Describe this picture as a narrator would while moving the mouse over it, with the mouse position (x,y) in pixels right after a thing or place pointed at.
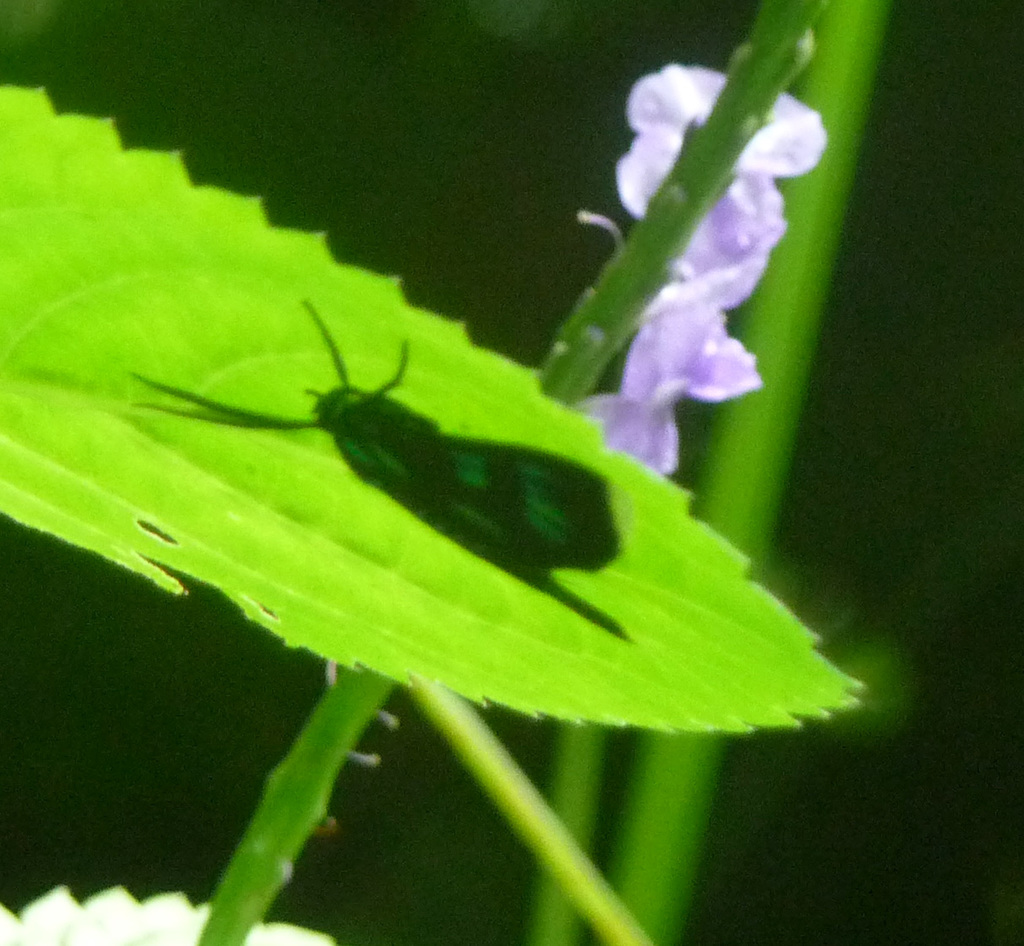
Here we can see insect (355,414) on leaf (441,422) and we can see a flower (710,324) and stems (664,784). Background (317,29) it is dark.
